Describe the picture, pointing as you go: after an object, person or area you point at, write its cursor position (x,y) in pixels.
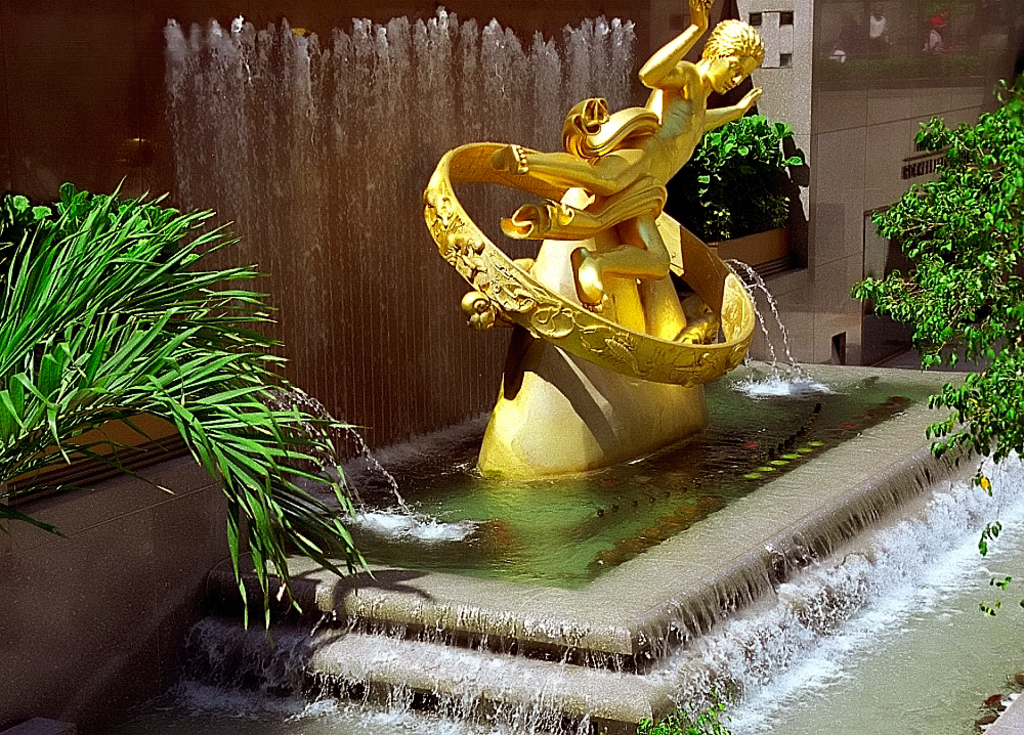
In this image I can see a golden colour sculpture (602,360) in the centre (668,399) and around it I can see water (648,490). I can also see few plants (716,201) on the both side and in the background of this image (767,223).
